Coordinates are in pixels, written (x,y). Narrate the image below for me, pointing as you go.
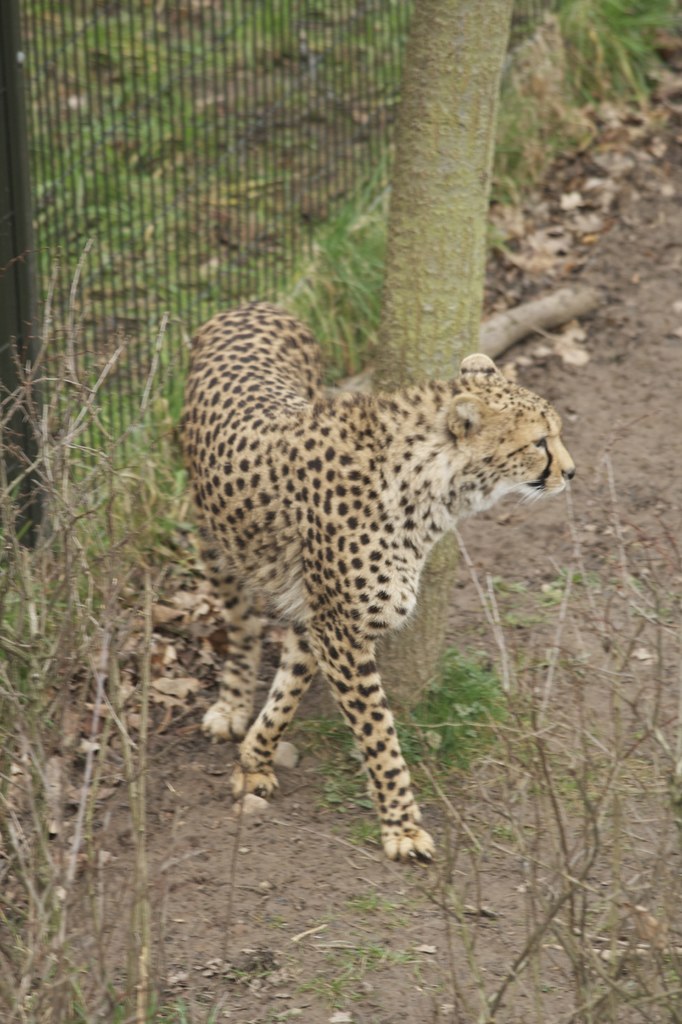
As we can see in the image there are plants (570,891), fence (292,50), cheetah (234,441) and tree stem (448,253).
